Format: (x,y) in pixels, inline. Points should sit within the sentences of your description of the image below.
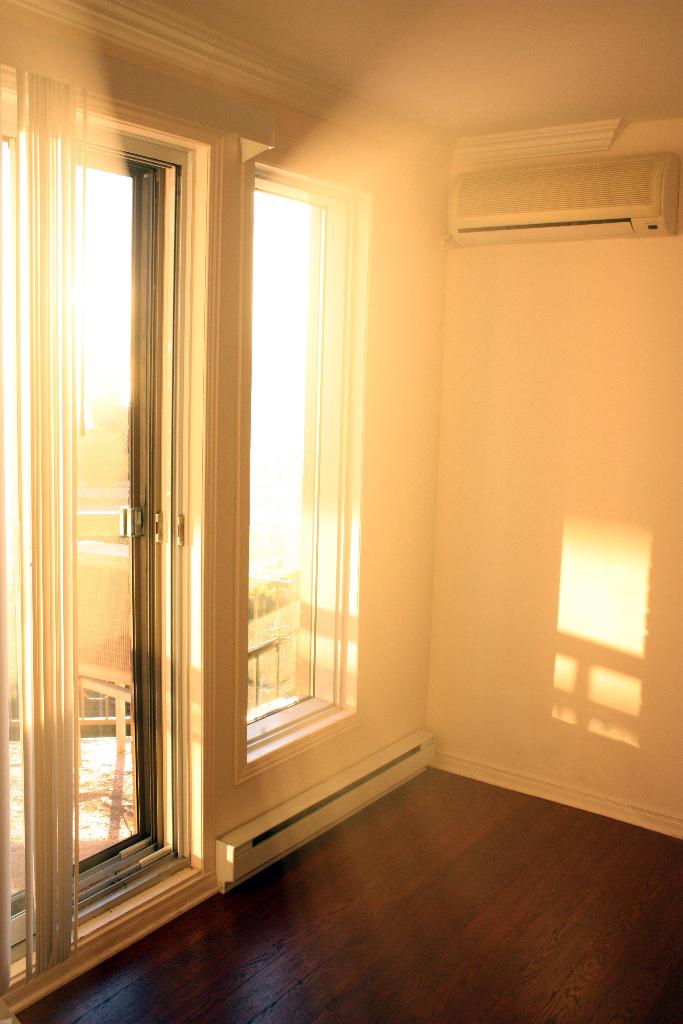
This is an inside view of a room (214,644). There is a wall (475,307) with an AC (520,215). Also there is a window (313,573) and door (162,542).
